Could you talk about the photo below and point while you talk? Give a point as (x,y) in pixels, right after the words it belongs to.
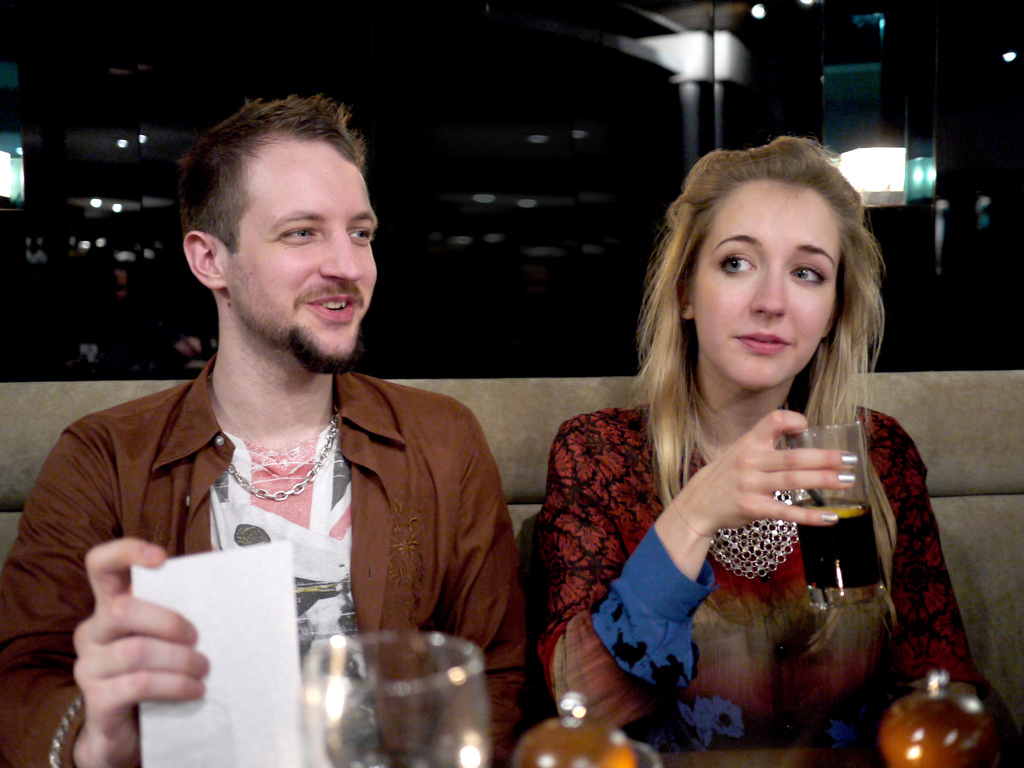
In this image in the foreground (262,539) there is one man (244,263) and one woman (749,596) who are sitting on a couch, and woman (849,462) is holding a glass (865,558) and a man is holding a paper (272,716). In front of them there are some glasses (428,726) and in the background (523,180) there are some lights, wall (487,157) and some objects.
